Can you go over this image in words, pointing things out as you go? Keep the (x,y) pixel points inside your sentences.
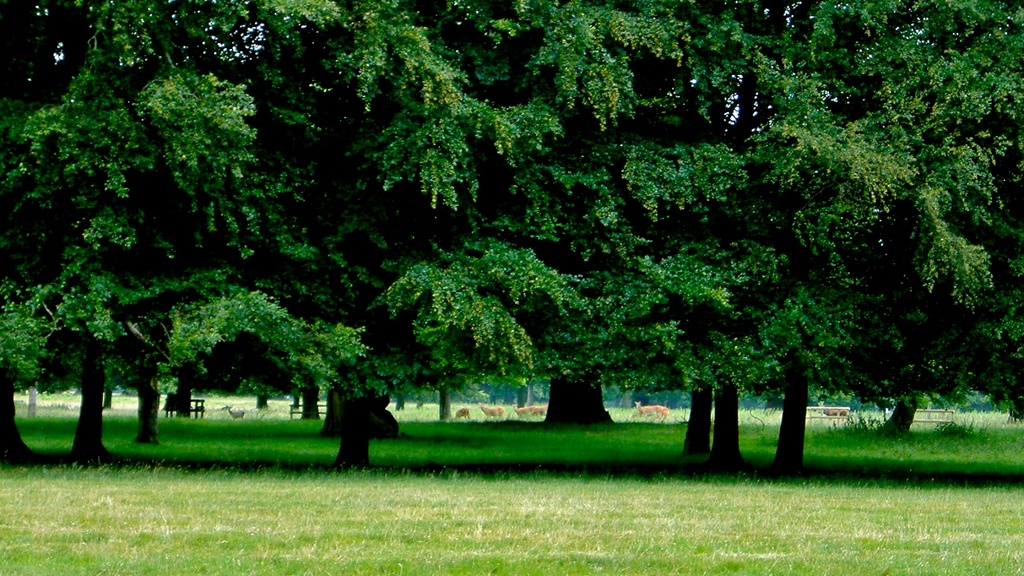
In the image we can see there are trees (199,384) and grass (645,494). We can even see there are animals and benches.
